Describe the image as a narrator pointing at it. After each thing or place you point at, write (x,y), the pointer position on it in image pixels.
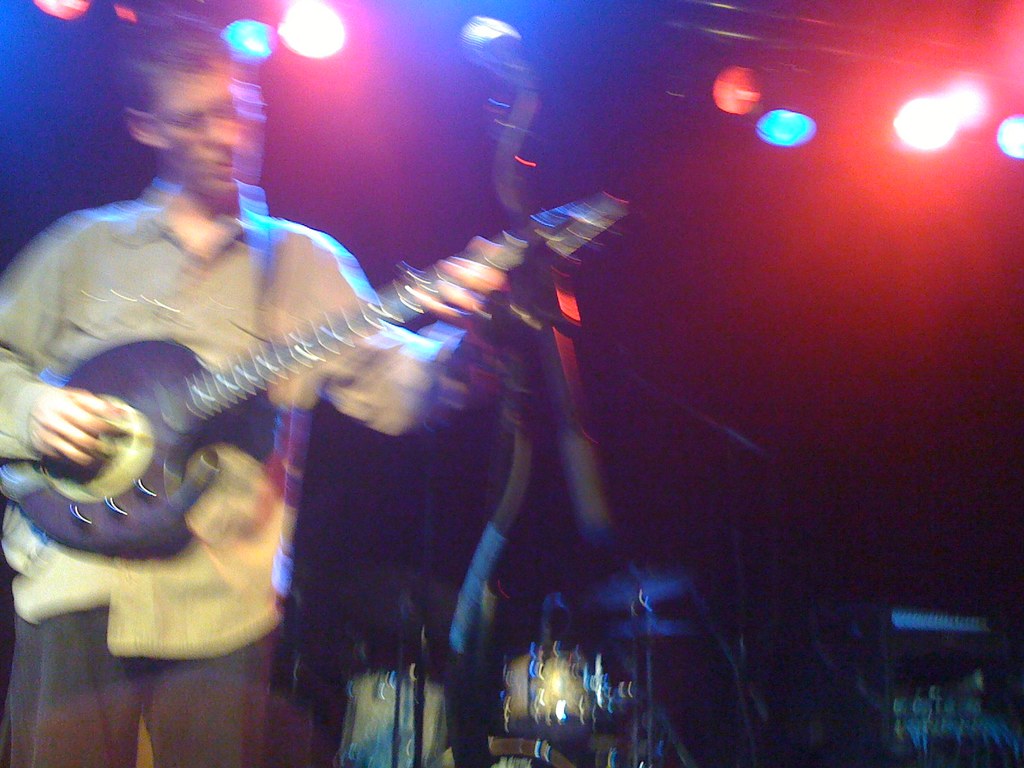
Here a person (234,478) wearing shirt (190,610) and pants (177,684) holding a guitar (200,399) and playing it. There are some lights (795,132) in the background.
